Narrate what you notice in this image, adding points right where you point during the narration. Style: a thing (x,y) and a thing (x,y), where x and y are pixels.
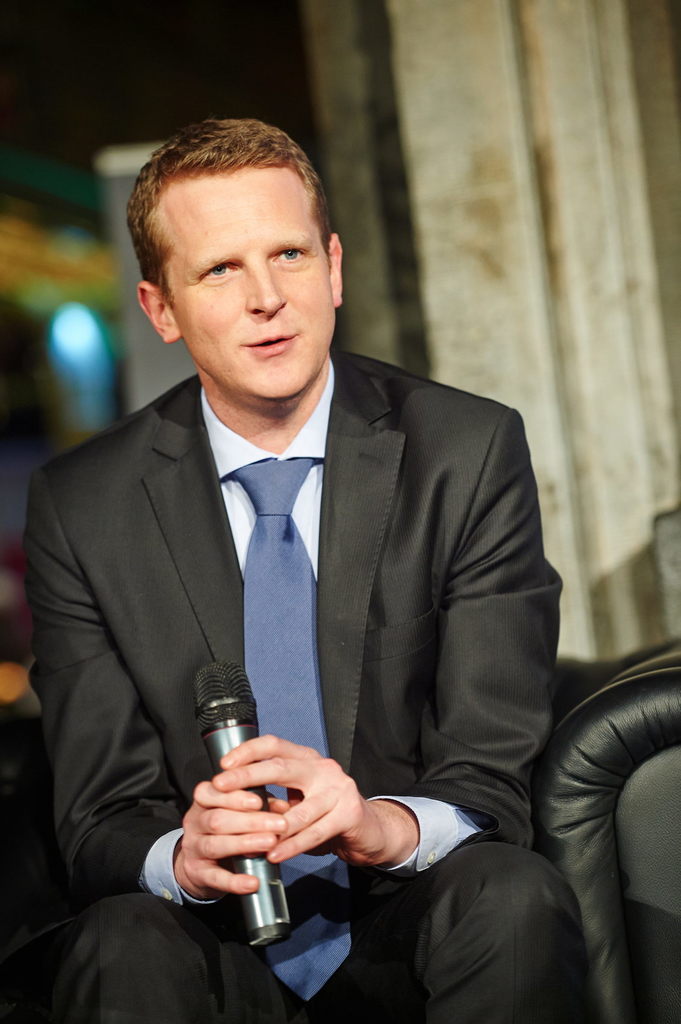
This is a zoomed in picture. In the foreground (199,482) there is a person (332,406) wearing black color suit (388,520), holding a microphone (227,746) and sitting on the couch (551,757). In the background (611,29) we can see the light (84,319), wall (437,6) and a curtain (461,223).
